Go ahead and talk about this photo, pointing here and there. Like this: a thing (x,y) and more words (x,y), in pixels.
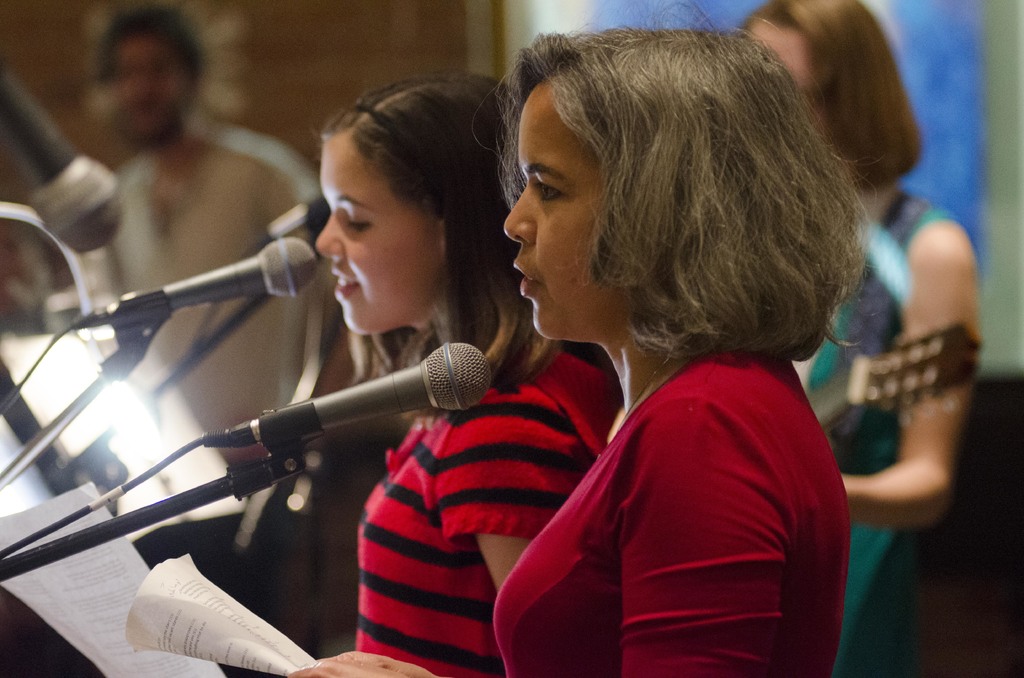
In this image we can see there are two persons (519,368) holding papers (235,634) in their hand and standing in front of the mic (210,294), behind them there are other two persons (145,178) playing musical instruments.
